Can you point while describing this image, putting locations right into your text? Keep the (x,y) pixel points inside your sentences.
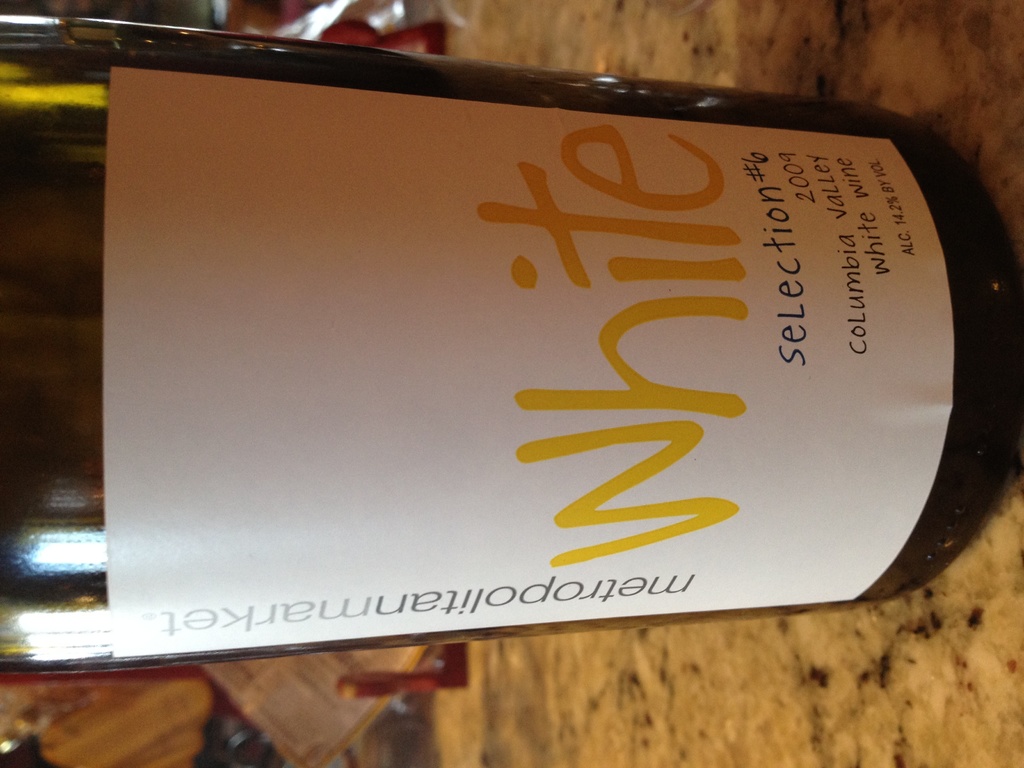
In this image there is a bottle (560,408) on that bottle (537,411) there is some text (645,388).
